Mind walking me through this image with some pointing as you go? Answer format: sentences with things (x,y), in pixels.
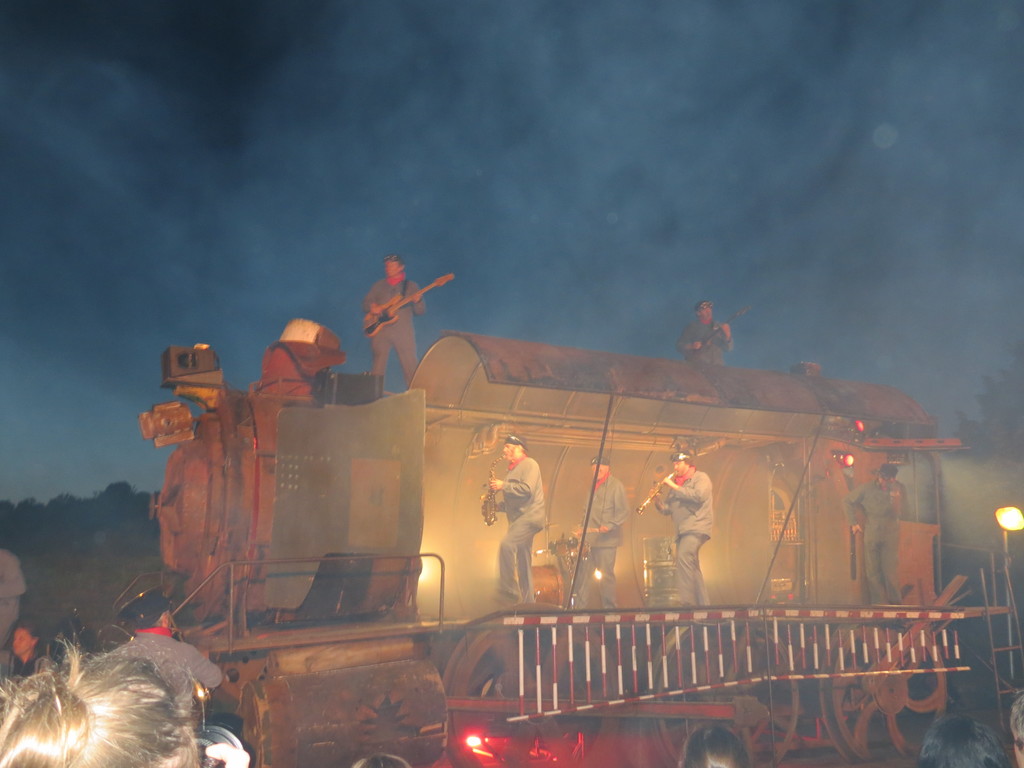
In this image we can see train engine (559,484) and people (682,521) are playing musical instruments (535,572). In the background (22,494), we can see trees (143,501) and the sky (937,324). At the bottom of the image (14,735), we can see the people (61,692).
